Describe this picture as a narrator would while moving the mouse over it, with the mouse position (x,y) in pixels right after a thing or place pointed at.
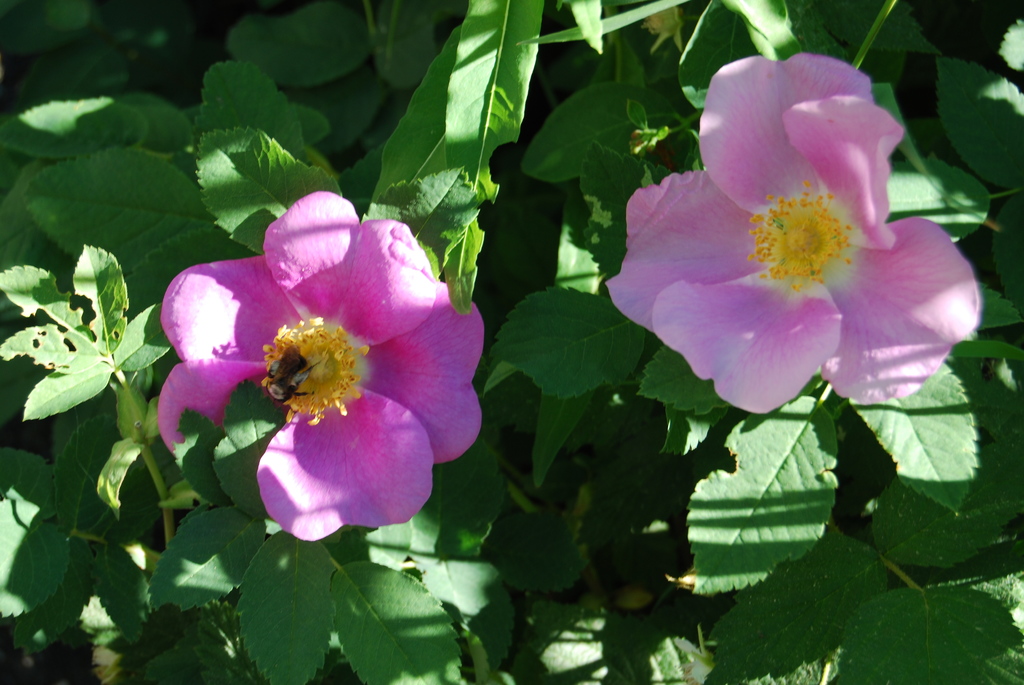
This image consists of a plant (663,284). There are two flowers (473,311) in this image. They are in pink color.
